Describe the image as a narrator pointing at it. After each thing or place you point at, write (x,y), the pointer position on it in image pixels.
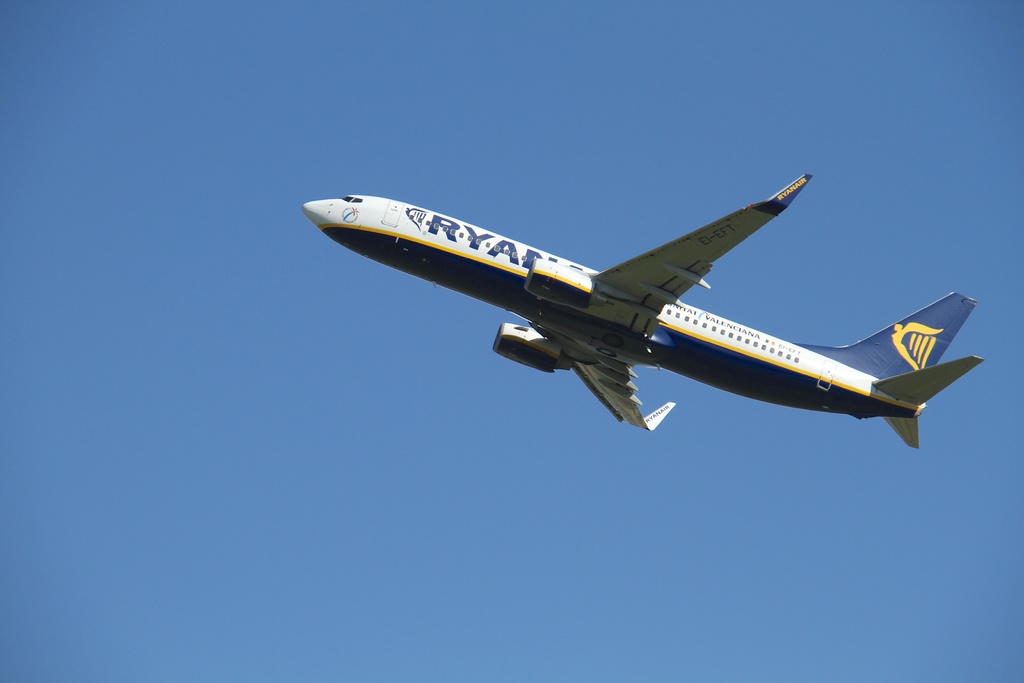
In the center of the image (532,267) there is a aeroplane (639,287). In the background of the image (511,173) there is sky (387,65).
